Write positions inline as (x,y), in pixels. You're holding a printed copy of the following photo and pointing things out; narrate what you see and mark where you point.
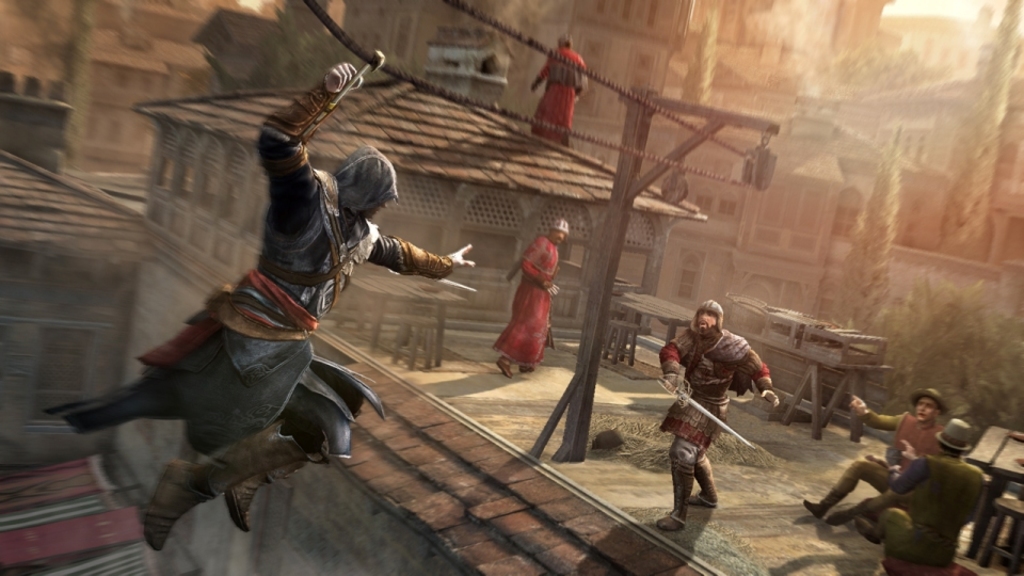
In the picture I can see an image of a person (291,253) in the air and there is a rope (328,21) above him and there is a person (710,381) holding a sword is in front of him and there are two persons (930,433) sitting in the right corner (932,452) and there are few other people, houses (550,201) and trees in the background (769,42).
